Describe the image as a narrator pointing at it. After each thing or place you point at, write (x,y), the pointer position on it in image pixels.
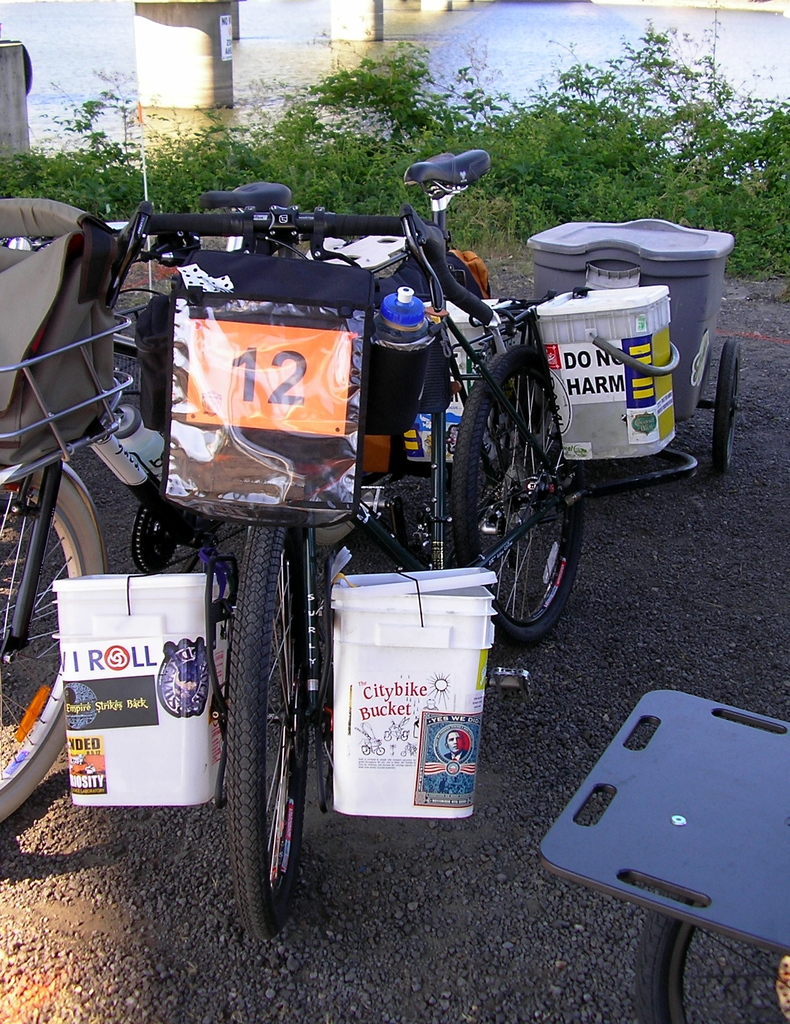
In this image there are a few bicycles (460,529) with some luggages (328,288) on it, which are on the road (721,594), behind them there are plants (474,142) and we can see pillars (359,32) in the water (293,15).
